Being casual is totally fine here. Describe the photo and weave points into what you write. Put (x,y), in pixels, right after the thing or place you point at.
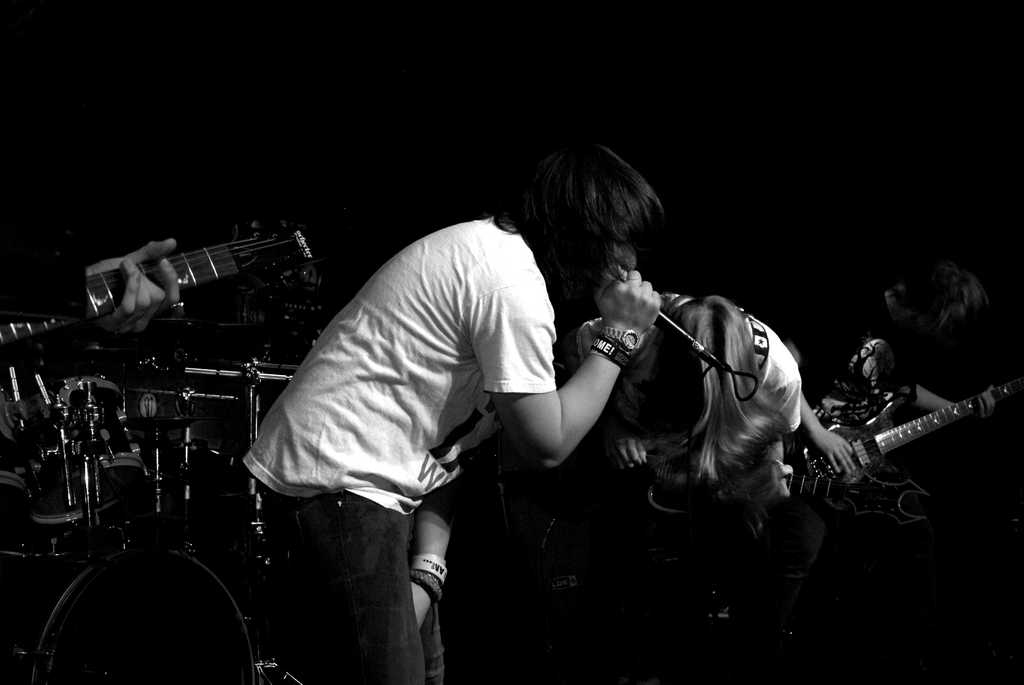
In this picture a white shirt guy (383,374) is singing with a mic (699,353) in his hand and in the background (778,356) we observe many people (790,431) playing musical instruments (225,272) like guitar (253,257), drums (83,525).
